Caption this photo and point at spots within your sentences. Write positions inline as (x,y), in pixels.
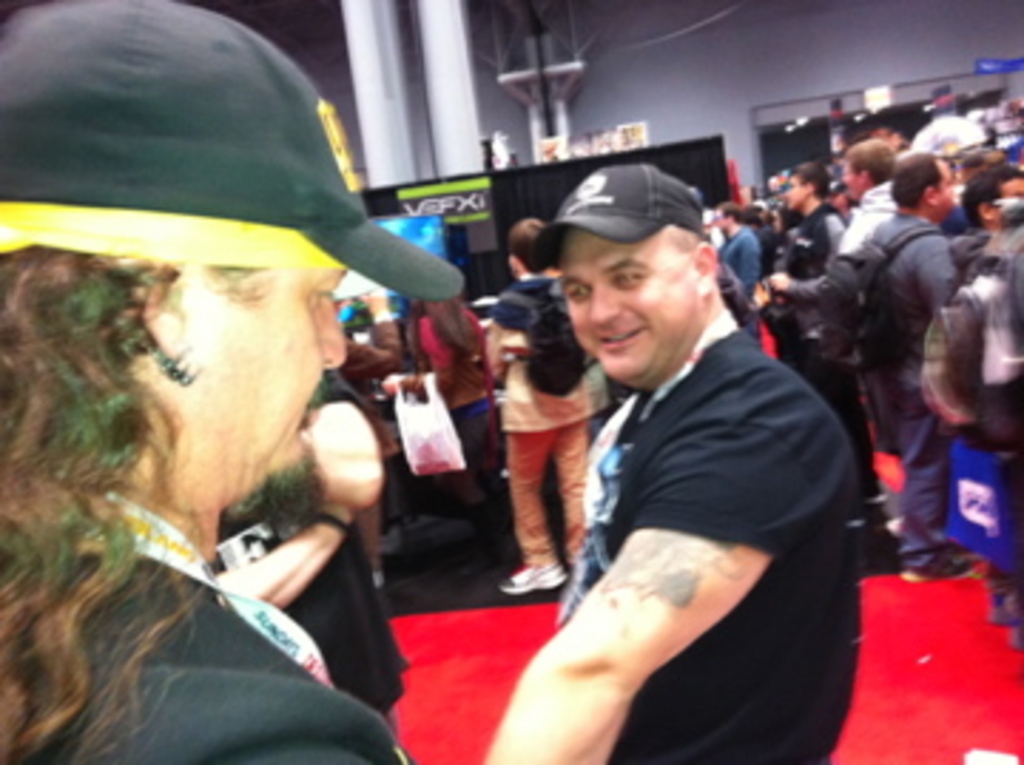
This picture shows few people (806,542) standing and we see couple of them wore caps (246,250) on their heads (188,344) and they wore id cards (323,659) and we see few of them wore backpack (561,344) on their back (847,288) and we see a woman (471,386) holding a carry bag (422,444) in her hand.
